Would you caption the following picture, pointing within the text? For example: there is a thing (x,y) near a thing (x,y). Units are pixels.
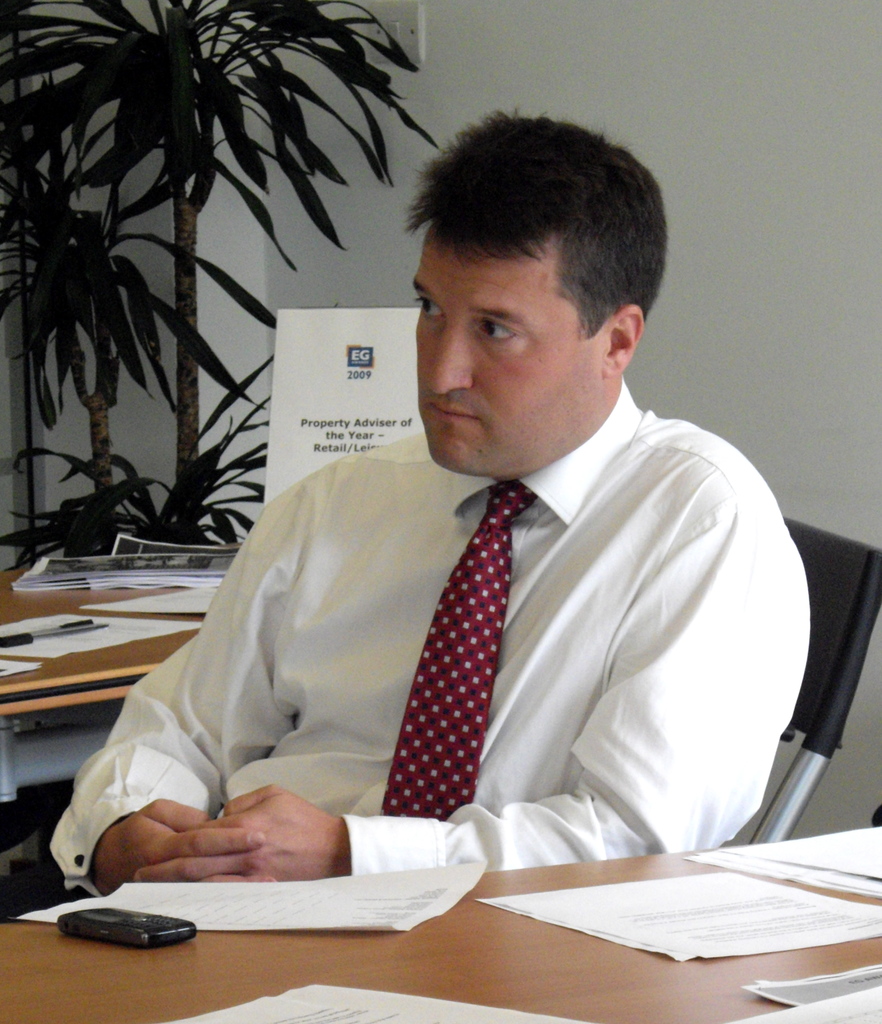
Here I can see a man (429,646) wearing white color shirt (366,643), sitting on the chair (799,795) in front of the table (496,932) and looking at the left side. On the table (480,881) I can see few papers (550,902). At the back of this man (537,829) there is another table (84,594) on which there are some papers (148,577). At the back of it I can see two plants (178,185) and in the background (793,188) there is a wall (748,122).
